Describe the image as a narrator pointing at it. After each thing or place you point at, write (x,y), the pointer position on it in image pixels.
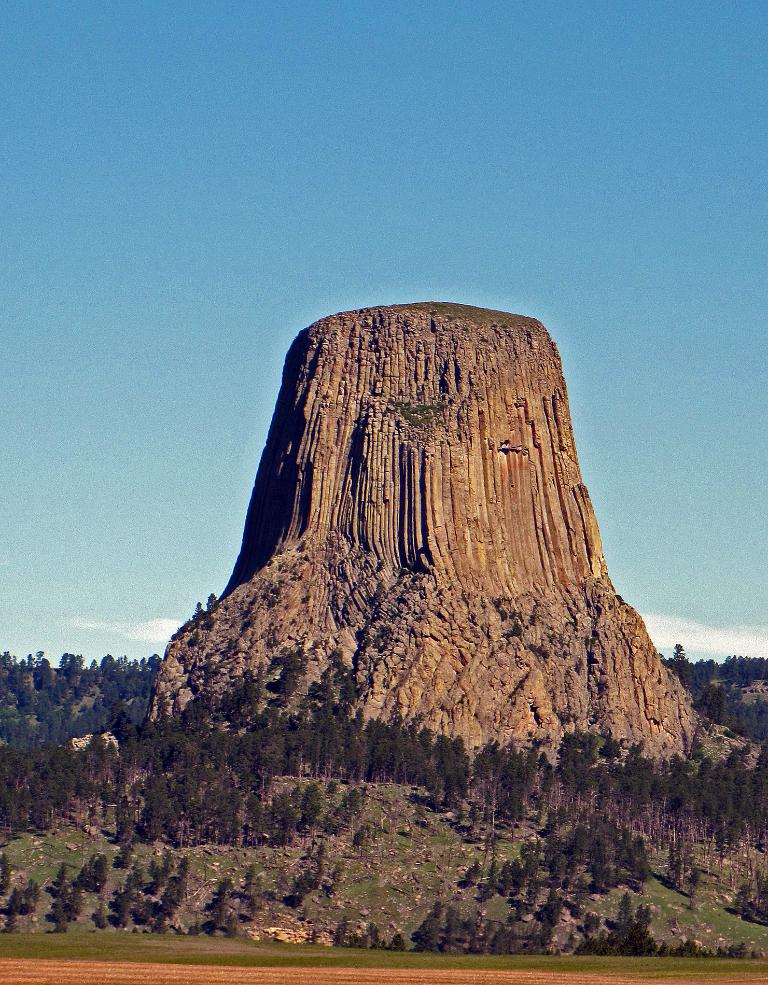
In the picture I can see grassland (159,959), trees (609,827), hills (486,840), devils tower (185,699) and the blue color sky (71,575) with clouds (64,627) in the background (312,247).
